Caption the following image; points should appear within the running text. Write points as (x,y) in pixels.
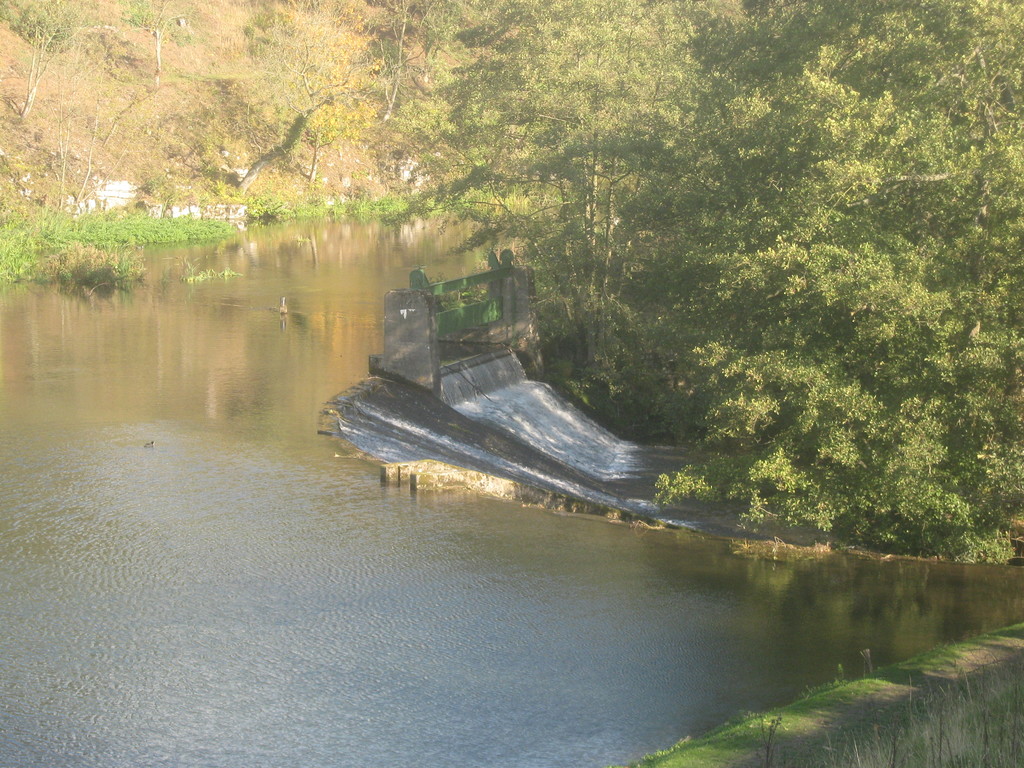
As we can see in the image there are trees (588,93), hills (255,63) and in the background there is a weir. In the front (8,490) there is water (226,434).
